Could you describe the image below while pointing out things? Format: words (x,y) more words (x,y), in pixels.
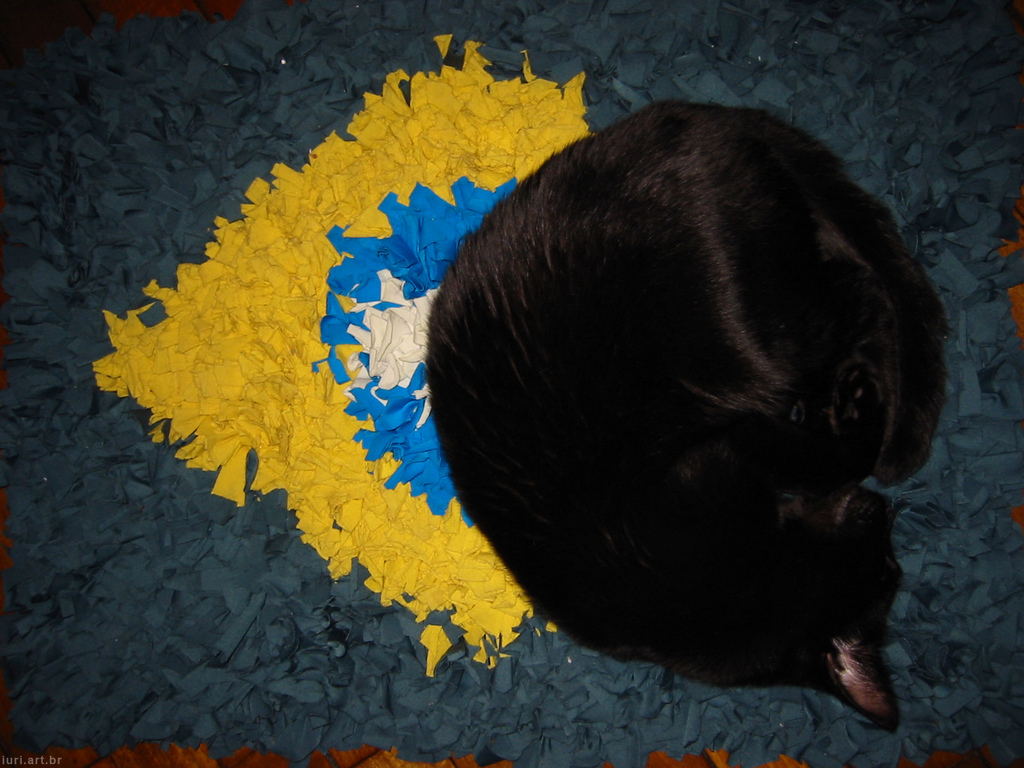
In this image we can see a cat (661,531) sleeping on the mat (398,549).
